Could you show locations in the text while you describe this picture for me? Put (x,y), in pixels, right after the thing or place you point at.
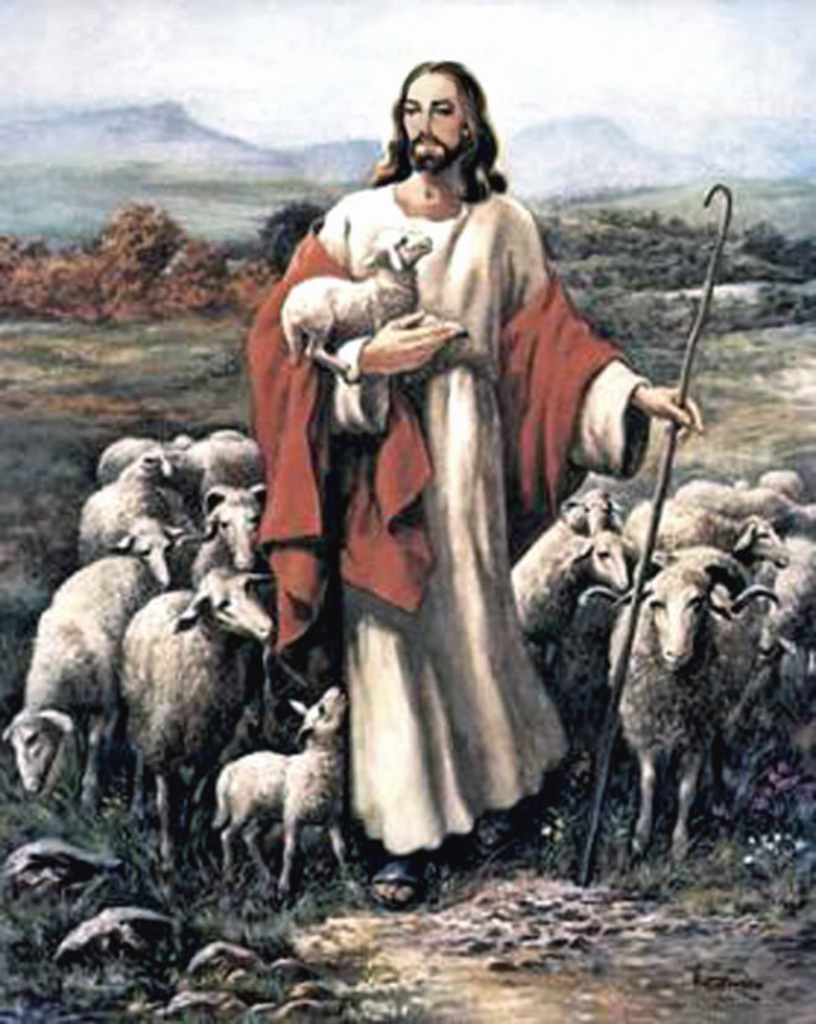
In the foreground (441,382) I can see a person (398,375) is holding a sheep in hand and a stick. In the background (691,513) I can see herds of sheep (204,630) on the ground (14,638). On the top (160,207) I can see trees (158,250), mountains (266,155) and the sky (339,19). This image is taken during a day.
